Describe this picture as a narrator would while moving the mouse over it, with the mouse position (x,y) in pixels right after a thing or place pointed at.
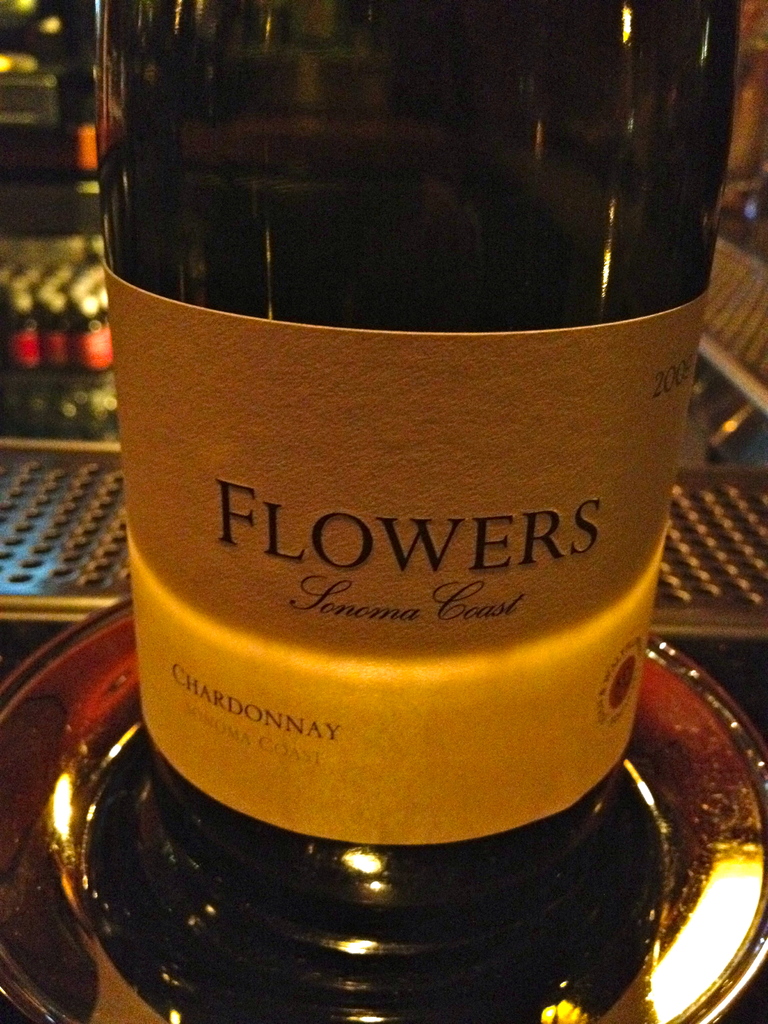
This image is taken indoors. At the bottom of the image (656,972) there is a table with a plate (685,795) on it and there is a bottle (331,288) on the plate (700,969). In the background (728,450) there are a few things (44,270) and there is a table (71,486).
